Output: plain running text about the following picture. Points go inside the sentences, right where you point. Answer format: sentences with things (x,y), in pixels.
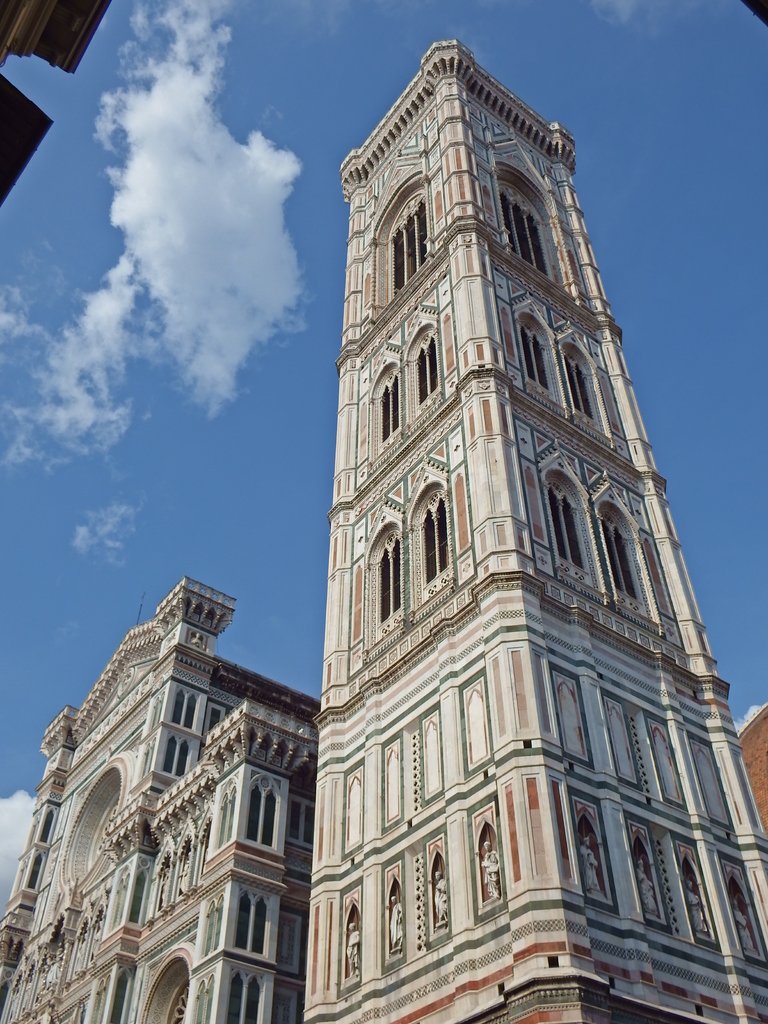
This is an outside view. At the bottom (206,834), I can see few buildings (269,834) along with the windows (277,805). At the top of the image (644,123) I can see the sky (656,222) and clouds (214,201).
